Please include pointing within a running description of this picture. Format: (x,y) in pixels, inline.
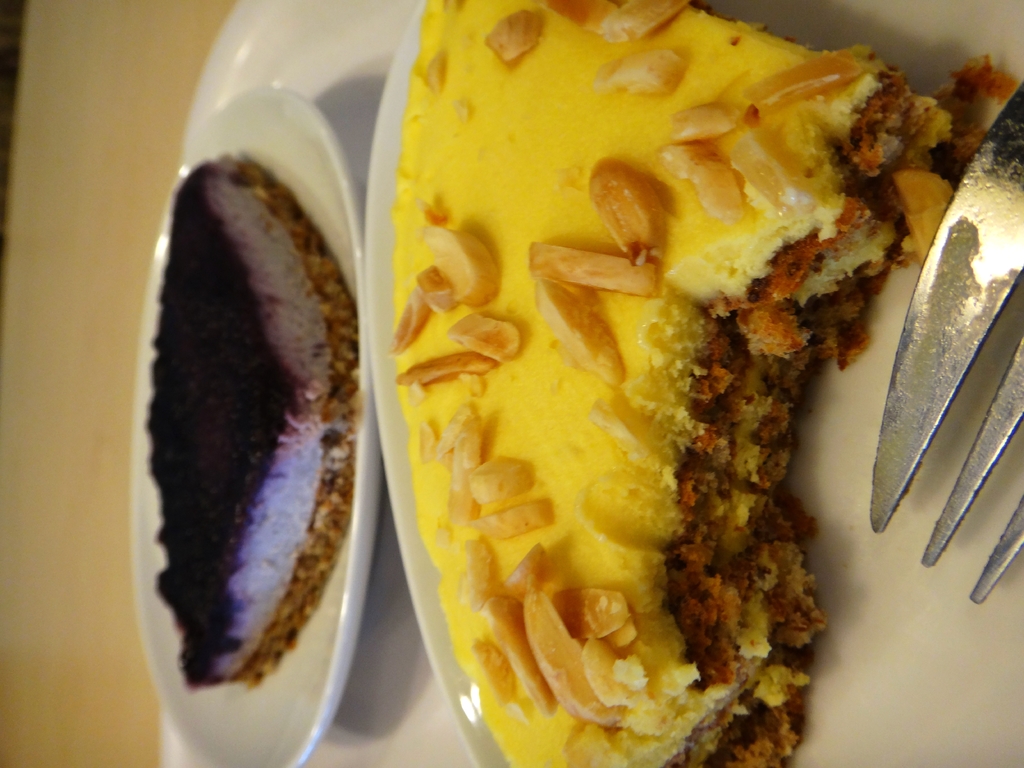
In the image we can see there is a food item (779,325) kept on the plate (961,615) and there is a fork (890,471) beside it. There is another food item (249,317) kept on the white colour plate (158,608).
